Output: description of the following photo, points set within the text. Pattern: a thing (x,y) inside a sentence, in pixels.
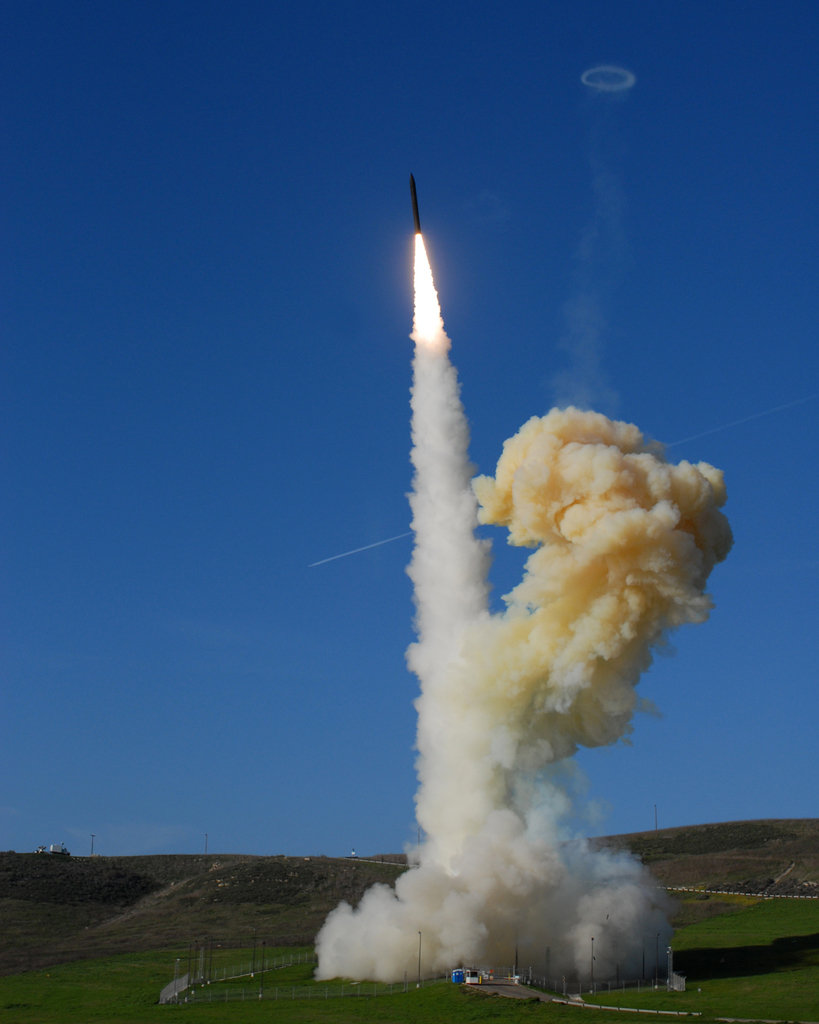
In this image we can see a rocket (418,228) flying into the air (406,223). At the bottom (508,699) there is smoke (525,699). There are hills (667,860) and grass (302,1009).
